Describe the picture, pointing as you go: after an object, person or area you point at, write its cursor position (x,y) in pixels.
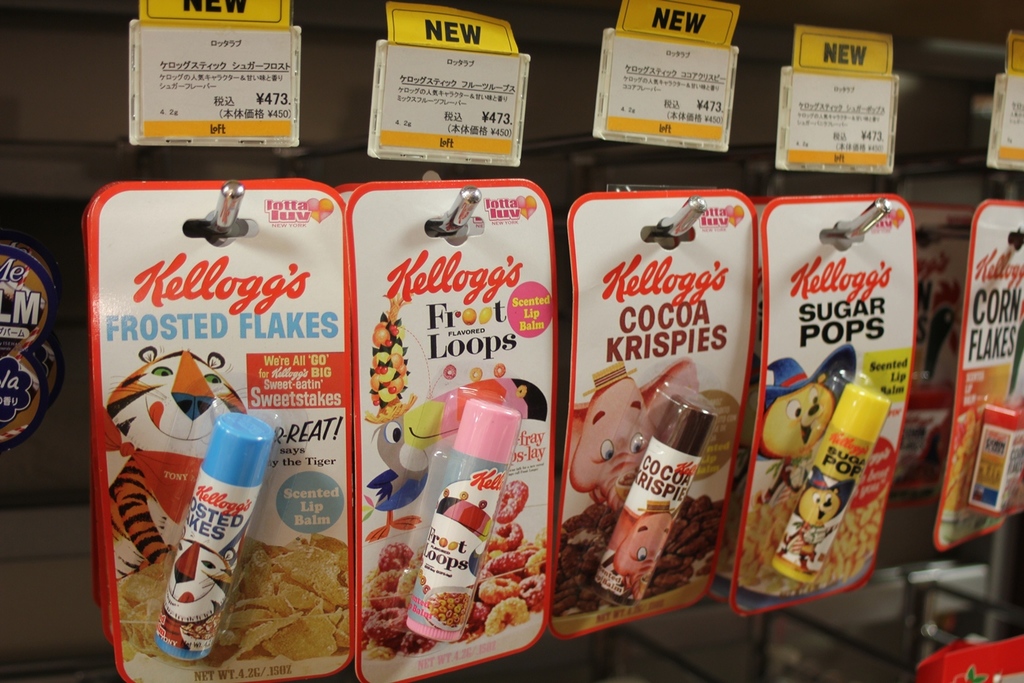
In this picture we can see many Kellogg's lip balms (423,585) on display.
